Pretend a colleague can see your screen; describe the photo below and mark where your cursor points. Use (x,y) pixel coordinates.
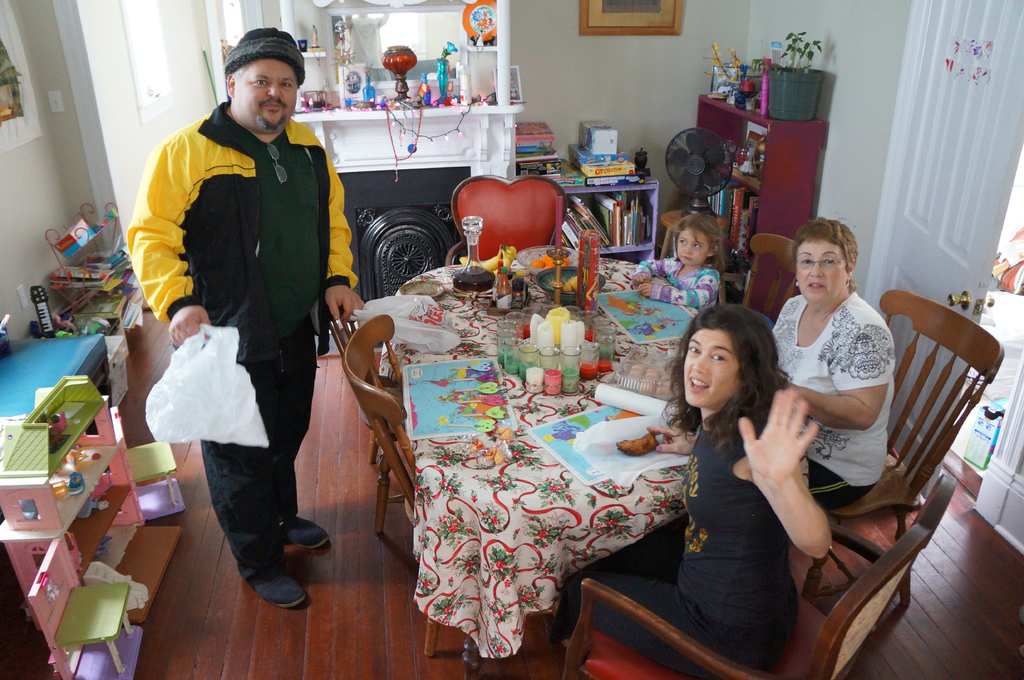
In this picture there is a table (518,428) on which some accessories (542,373) were placed two women (748,451) and a girl (705,262) were sitting around the table (609,377) in their chairs (933,506) and man (233,506) is standing in front of a table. Beside him there is a small cupboard (54,458). In the background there is a shelf (376,115). Beside the shelf (472,67) there are some books (616,203) placed. We can observe a wall (602,65) here.
